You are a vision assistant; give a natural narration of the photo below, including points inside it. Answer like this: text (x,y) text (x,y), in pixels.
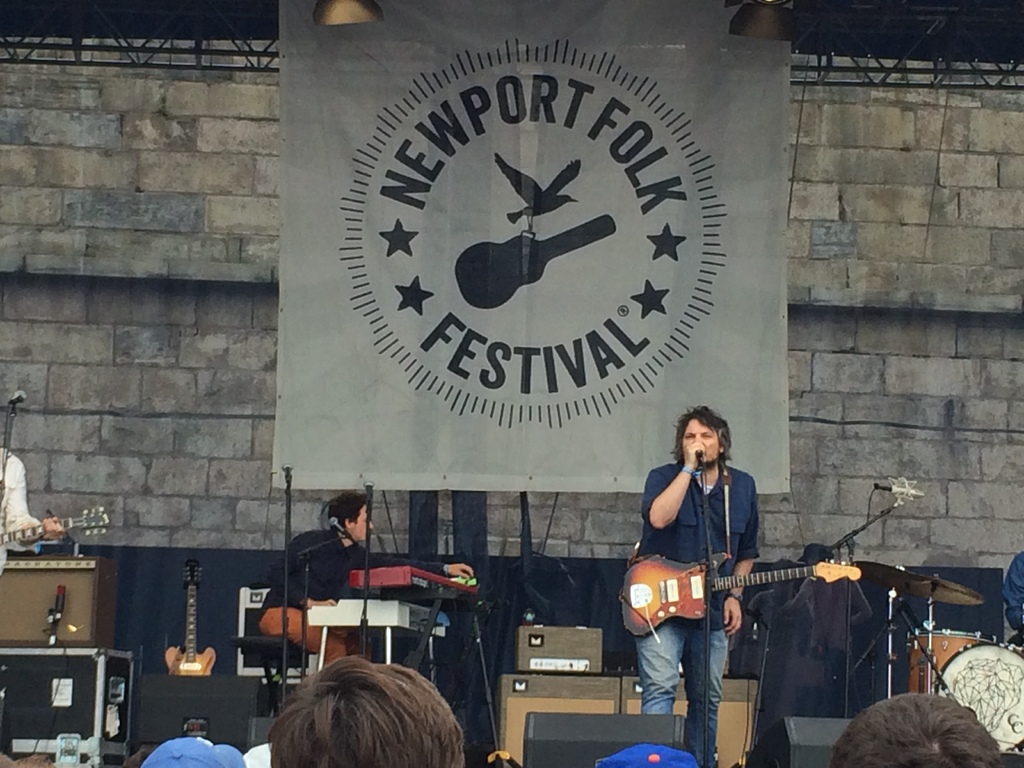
This image is clicked in a concert. There is banner (335,352) in the middle of the image (458,358). And There are three persons (715,529) on the stage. One person (714,542) is holding a mic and he is also having a guitar (850,572) hanging over his body (733,619). One person (414,560) is sitting and he is playing a keyboard (400,616) in the middle (354,495) on the stage (382,612). And left side (49,519) corner a person (15,490) is standing and he is holding a guitar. There is also a guitar (189,633) placed near the wall (990,550). on the right side (1002,687) corner bottom there are drums (1014,666). and in front of them there might be people (954,753) standing there.
